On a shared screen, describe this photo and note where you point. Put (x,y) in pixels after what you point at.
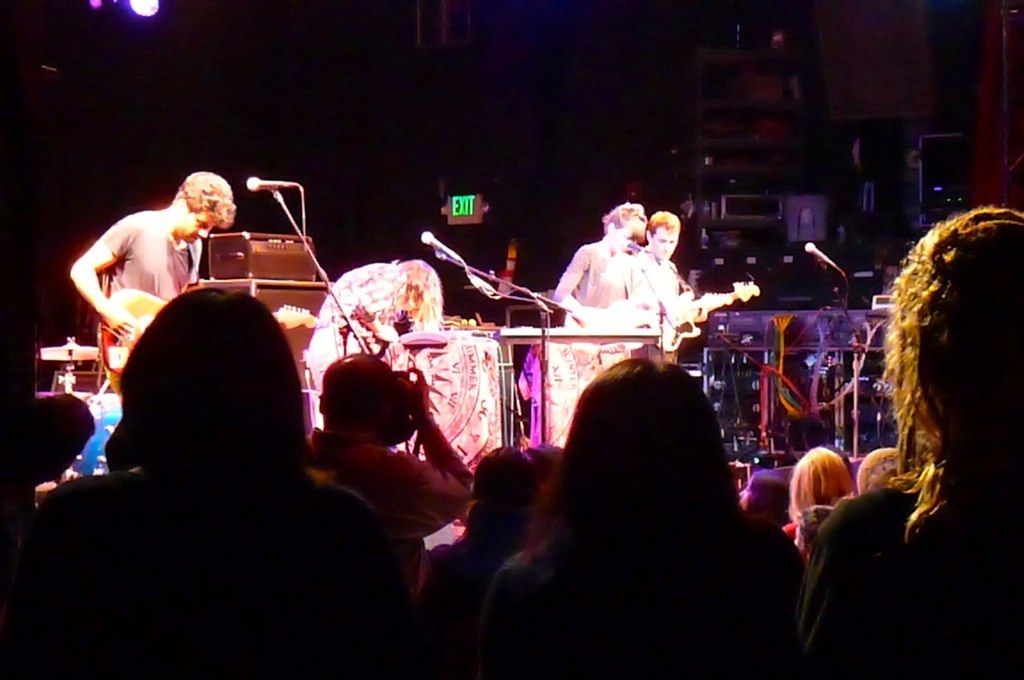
In this picture there are group of people (651,297) those who are standing on the stage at the center of the image (364,334) and there are group of audience (197,344) those who are standing in front of the stage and there are spotlights (147,11) above the area of the image.
